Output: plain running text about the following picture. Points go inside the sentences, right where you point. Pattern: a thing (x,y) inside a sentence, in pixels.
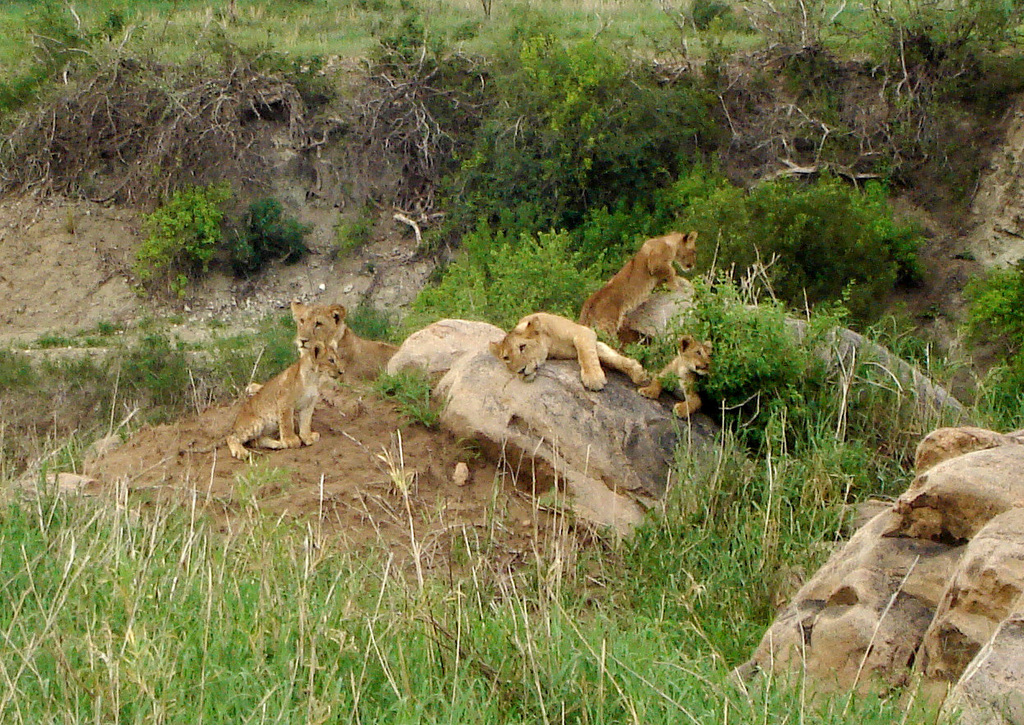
This picture is clicked outside. In the foreground (590,609) we can see the green grass (721,587), rocks (498,379) and we can see the group of animals (643,391) and the cubs (675,364). In the background (240,178) we can see the grass (297,44), dry stems (354,147), plants (613,146) and the rocks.
